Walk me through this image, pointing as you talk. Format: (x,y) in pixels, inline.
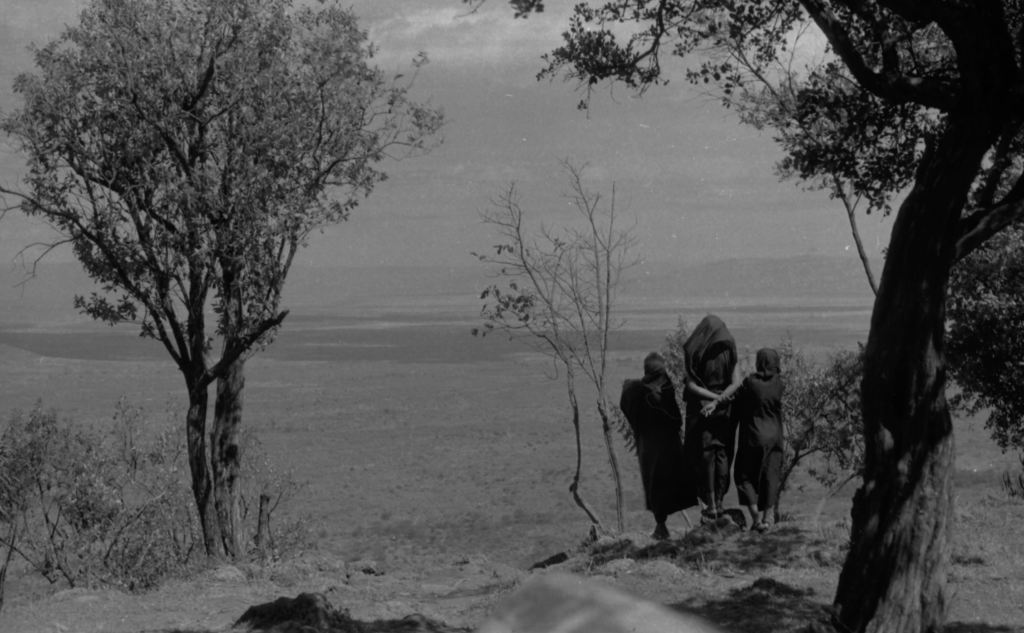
In this image I can see 3 persons (729,443) in front (721,390) and I see few trees (964,15). In the background (373,319) I can see an open ground (1021,546) and the sky (462,116).
